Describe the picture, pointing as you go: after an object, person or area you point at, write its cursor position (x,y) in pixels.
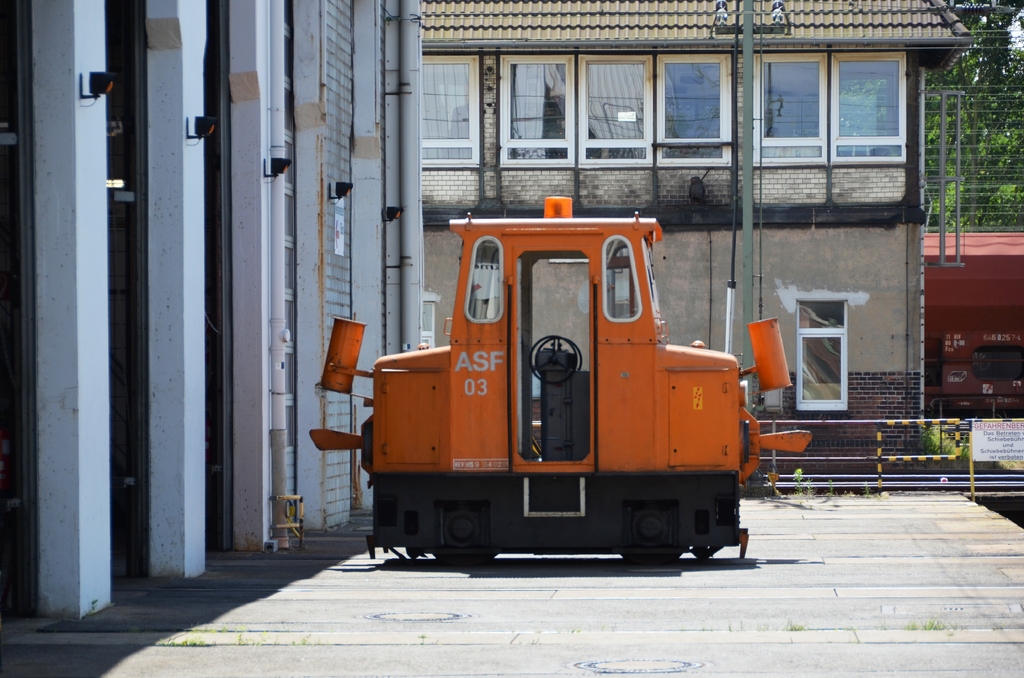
In this image we can see a motor vehicle (348,374) on the road (476,567), buildings (288,199), windows (538,133), curtains (522,117), pipelines (278,351), electric lights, trees (1010,59) and sky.
